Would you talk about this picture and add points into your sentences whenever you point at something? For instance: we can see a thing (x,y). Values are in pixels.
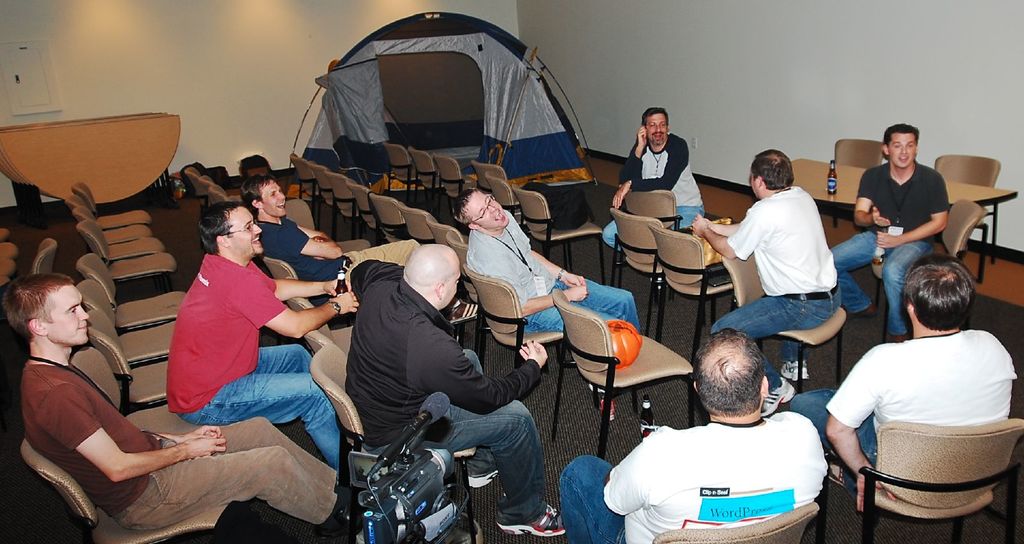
This is a picture taken in a room (544,407), there are a group of people (426,282) sitting on a chair (131,266) and some people (328,300) are holding bottles (345,287). Background of this persons (441,300) is a tent (433,114) and a white wall (703,66). In front of this people (459,307) there is a camera (406,492) on a stand (463,533).
